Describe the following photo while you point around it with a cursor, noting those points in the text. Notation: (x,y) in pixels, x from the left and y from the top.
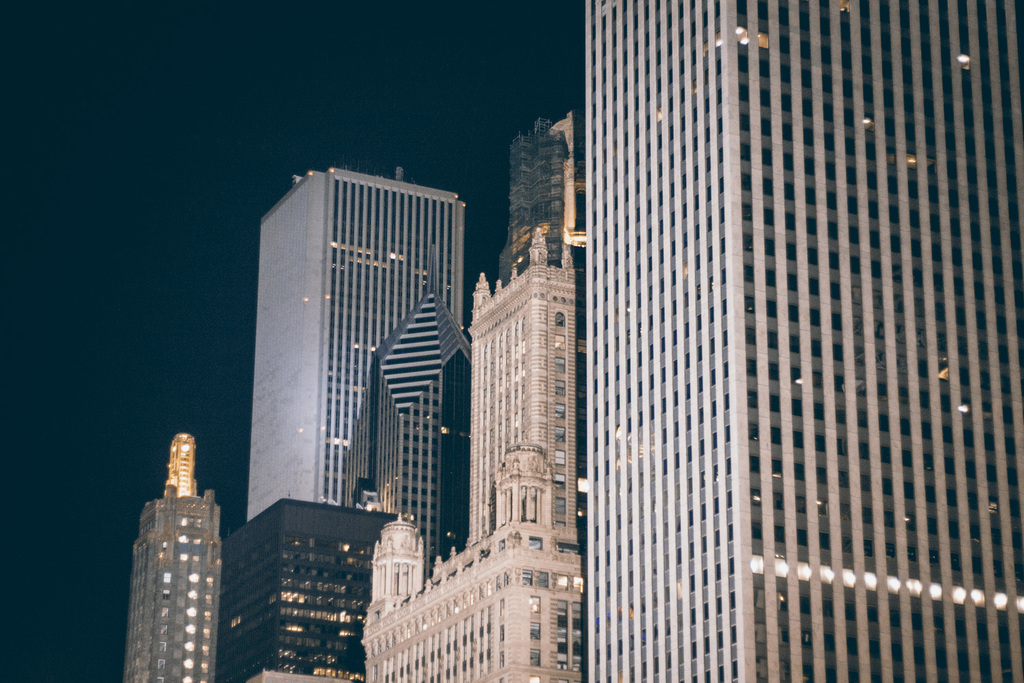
In this image we can see a group of buildings (524,355) with windows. We can also see some lights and the sky (239,309).
